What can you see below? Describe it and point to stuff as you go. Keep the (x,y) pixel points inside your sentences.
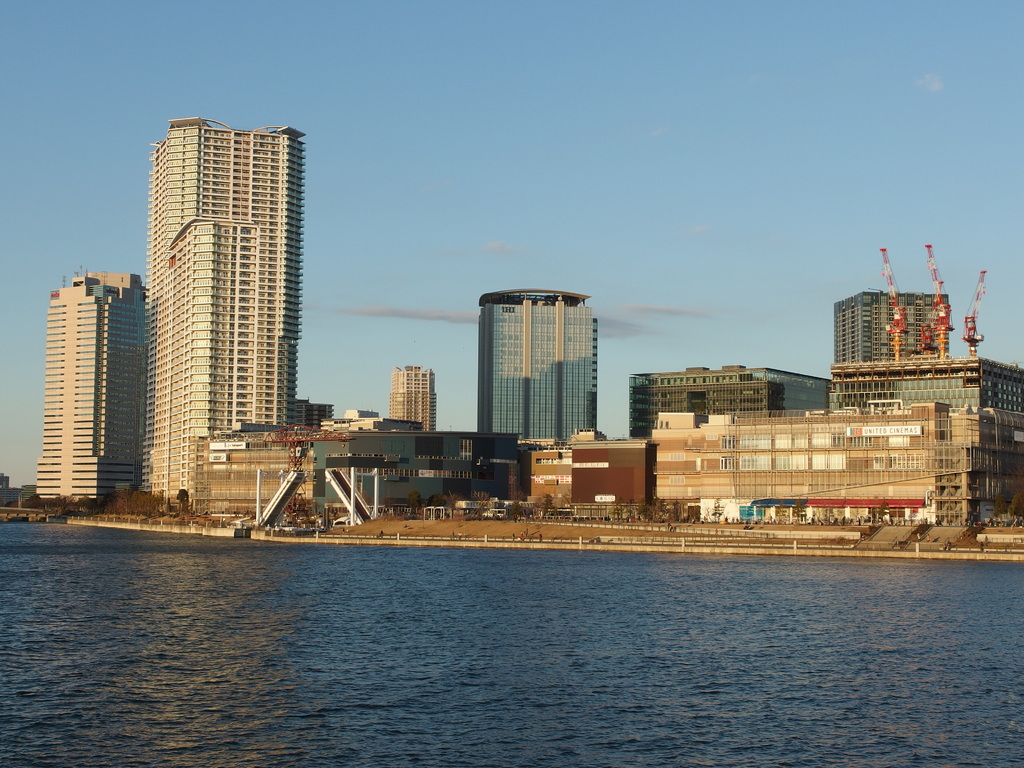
In the foreground of this image (397,705), there is water (182,636). In the background (75,452), there are buildings (87,434), trees (665,502) and cranes (941,323) on the building (906,373), sky (682,209) and the cloud (682,311).
